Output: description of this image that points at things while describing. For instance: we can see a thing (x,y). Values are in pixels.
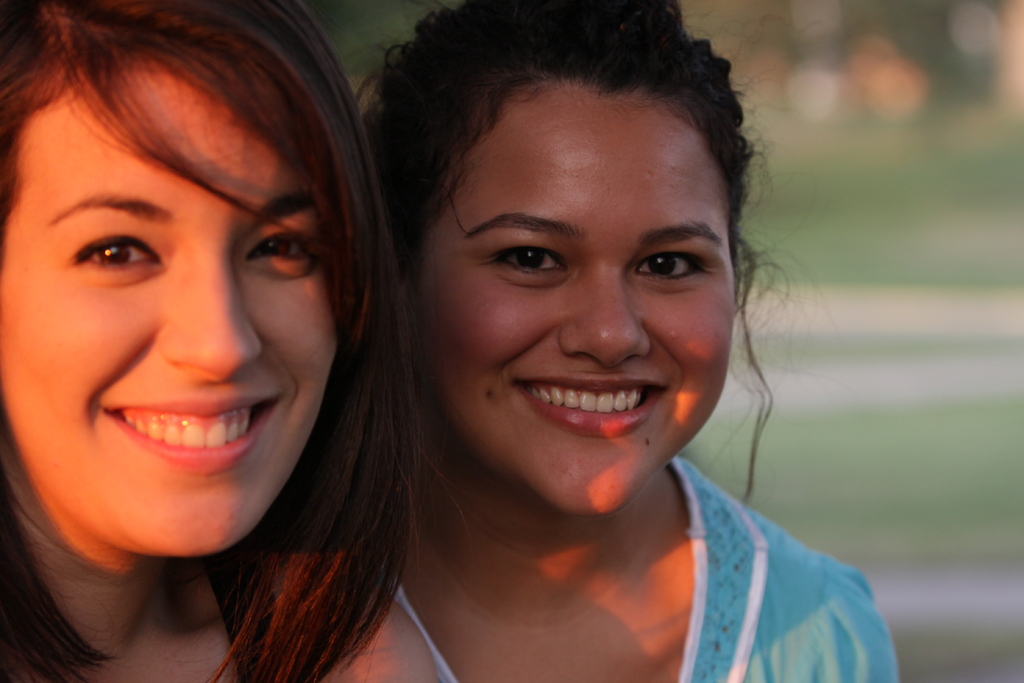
In this image two women (464,384) are smiling. Woman (596,609) at the right side (775,624) is wearing blue top (756,604). Background (1008,519) is blurry.
